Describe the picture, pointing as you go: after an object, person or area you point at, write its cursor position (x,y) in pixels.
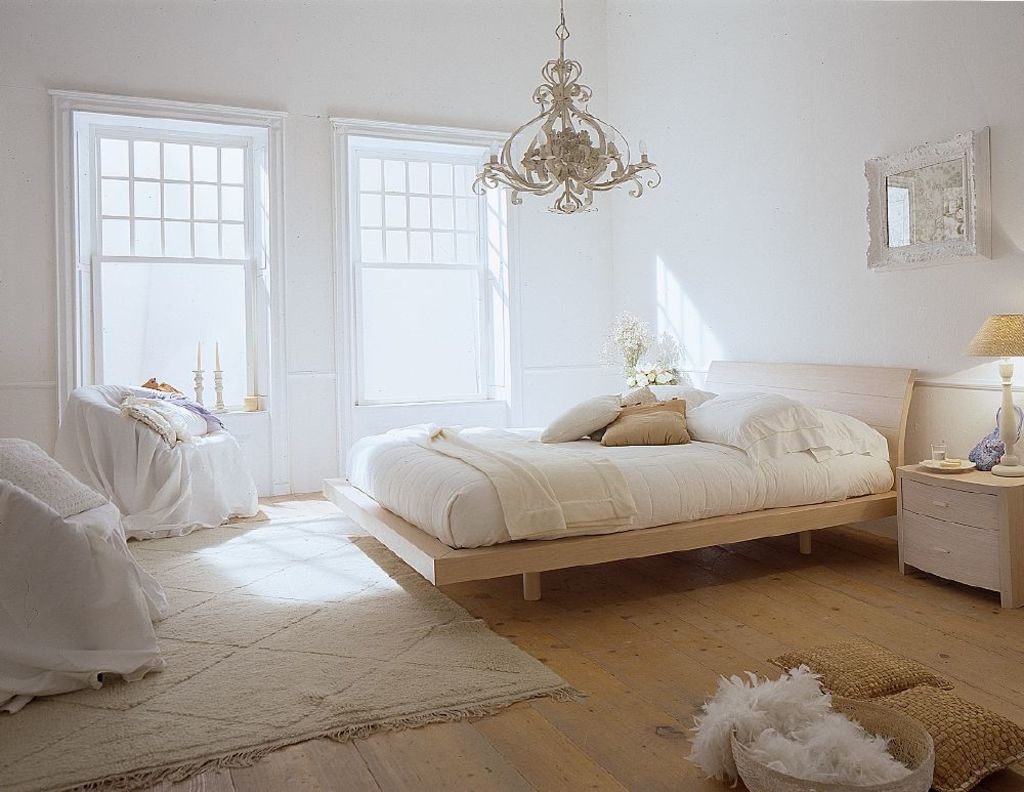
In the image we can see there is a bed (547,457) and pillows (669,420) are kept on it. There are chairs (107,459) and walls (627,243) are in white colour. There is a soft feather boa (791,725) kept on the floor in a basket (865,721).
